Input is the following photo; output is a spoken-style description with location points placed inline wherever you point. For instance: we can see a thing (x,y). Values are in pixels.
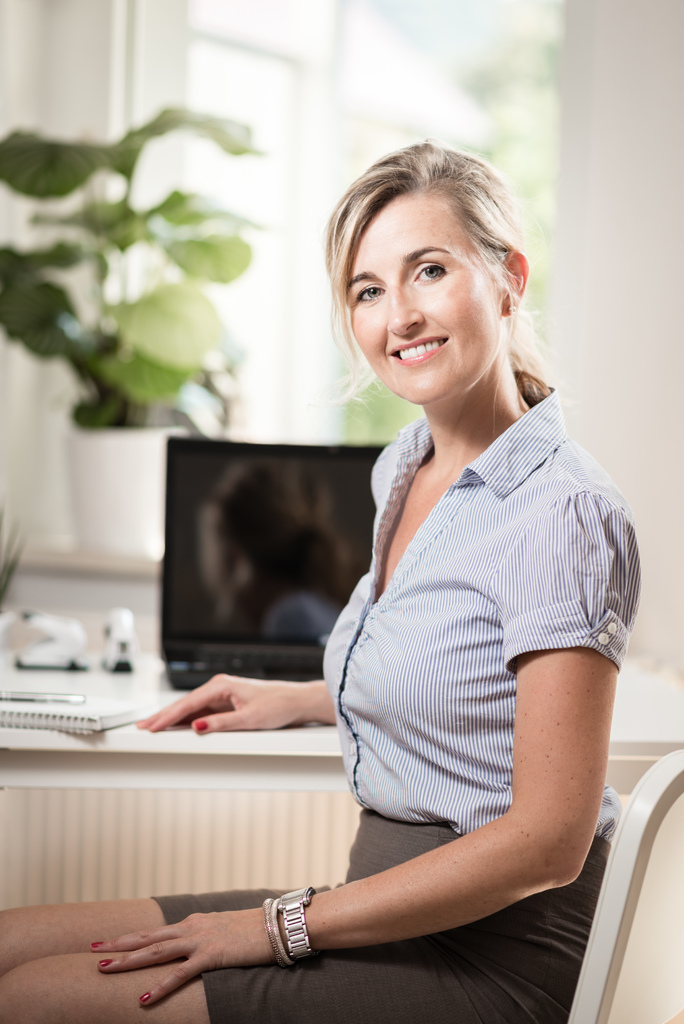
A beautiful woman (578,939) is sitting on the chair (607,925) she wears a watch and there is a laptop (325,610) behind her and also a plant (105,416). She is also smiling.
